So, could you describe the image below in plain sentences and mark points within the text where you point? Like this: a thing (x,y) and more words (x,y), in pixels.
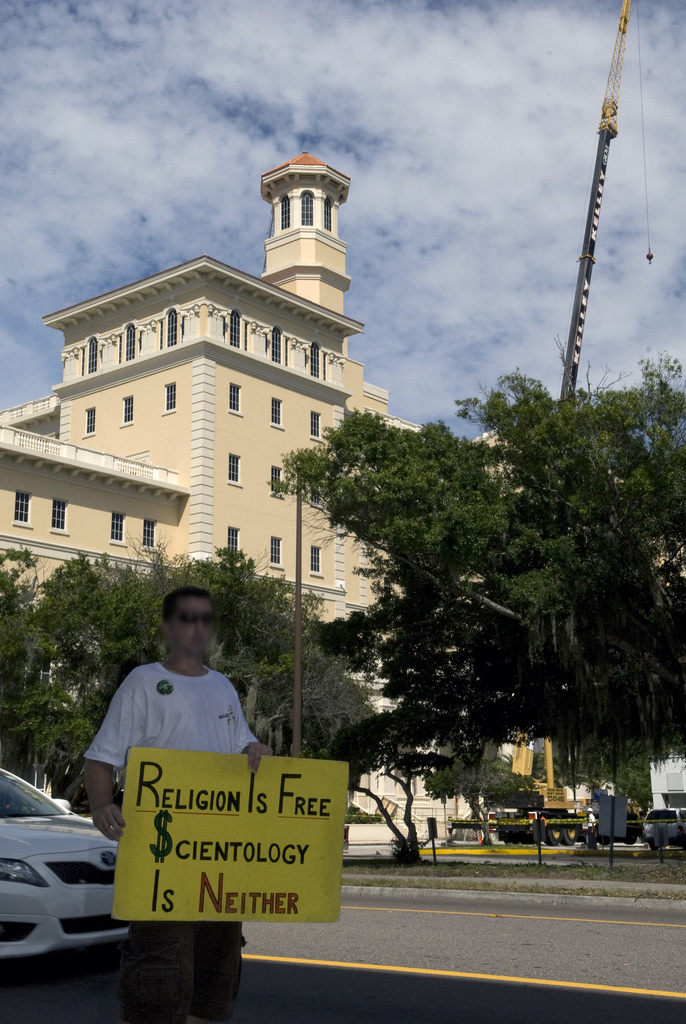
This picture is clicked outside. On the left (176,618) there is a person (178,708) wearing white color t-shirt (200,697), holding a banner (140,875) and standing on the ground (661,928) and we can see the text (218,875) is written on the banner (211,848). On the left corner (50,931) there is a car (59,886) parked on the ground (501,928). In the center (333,624) we can see the trees (430,764) and some vehicles (564,830). In the background (540,204) there is a sky (385,112) which is full of clouds (212,133) and we can see the metal stand (599,194) and a building (200,416).
